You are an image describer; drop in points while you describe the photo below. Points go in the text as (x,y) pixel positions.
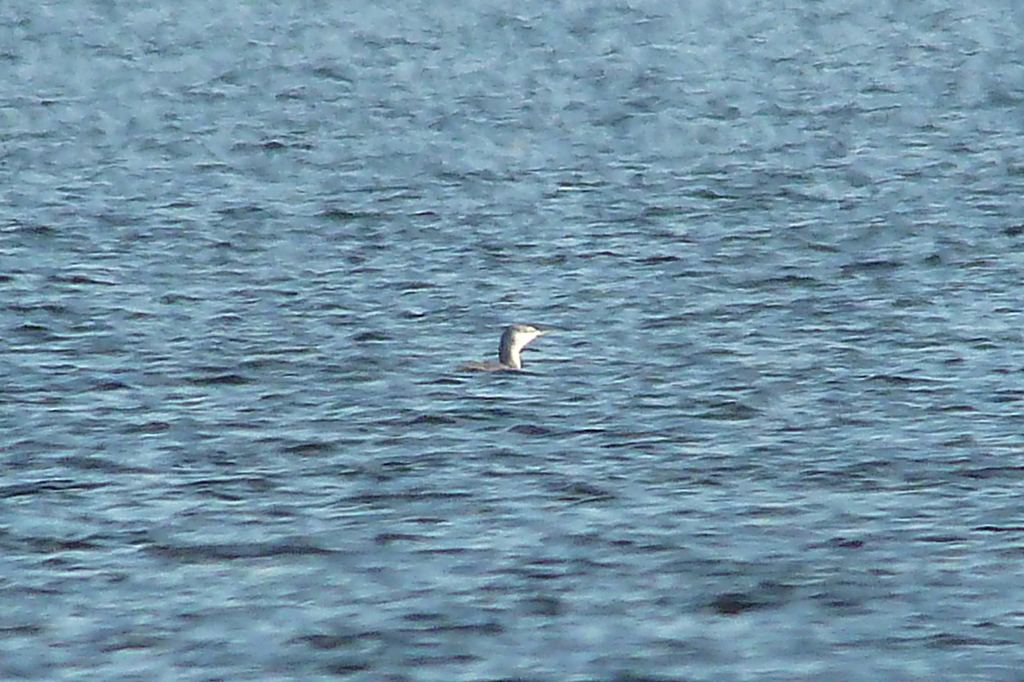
In this image we can see a bird (511,359) in the water (517,416).
